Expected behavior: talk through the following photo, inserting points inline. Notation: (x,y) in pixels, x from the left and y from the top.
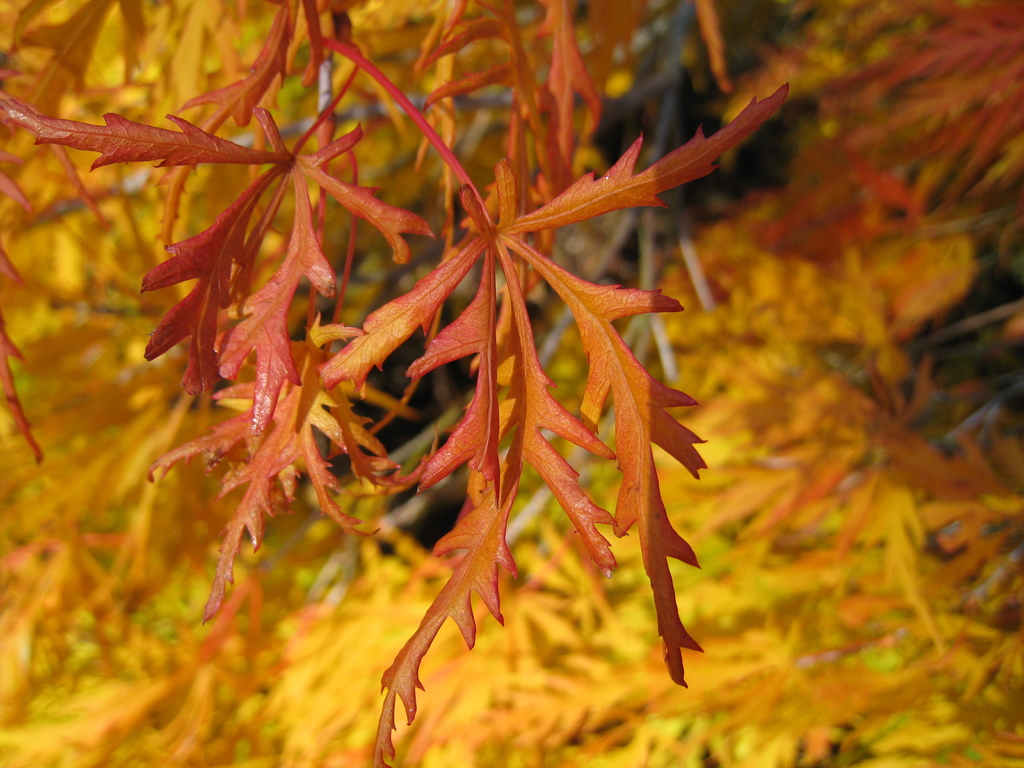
In this picture I can see number of leaves (203,81), which are of yellow and orange color. I see that it is blurred in the background (635,225).
